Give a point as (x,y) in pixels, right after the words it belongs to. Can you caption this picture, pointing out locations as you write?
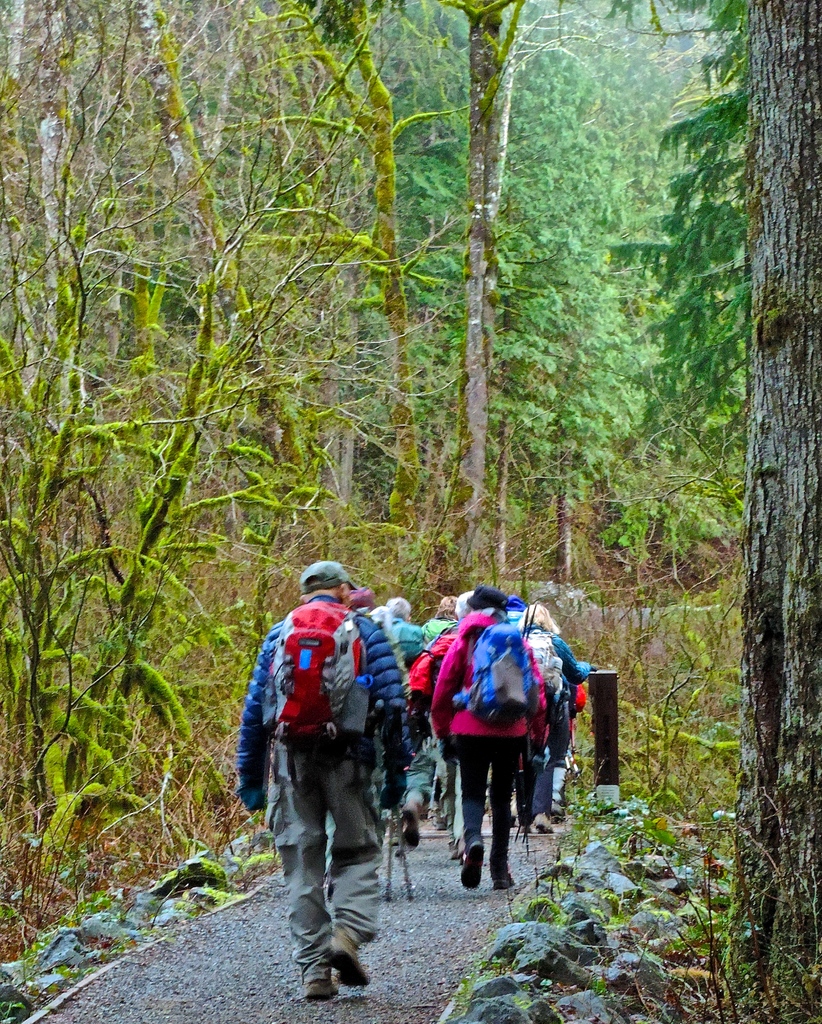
In this picture there people (260,795) walking and carrying bags (307,690) and we can see plants (129,872), trees (804,436) and pole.
